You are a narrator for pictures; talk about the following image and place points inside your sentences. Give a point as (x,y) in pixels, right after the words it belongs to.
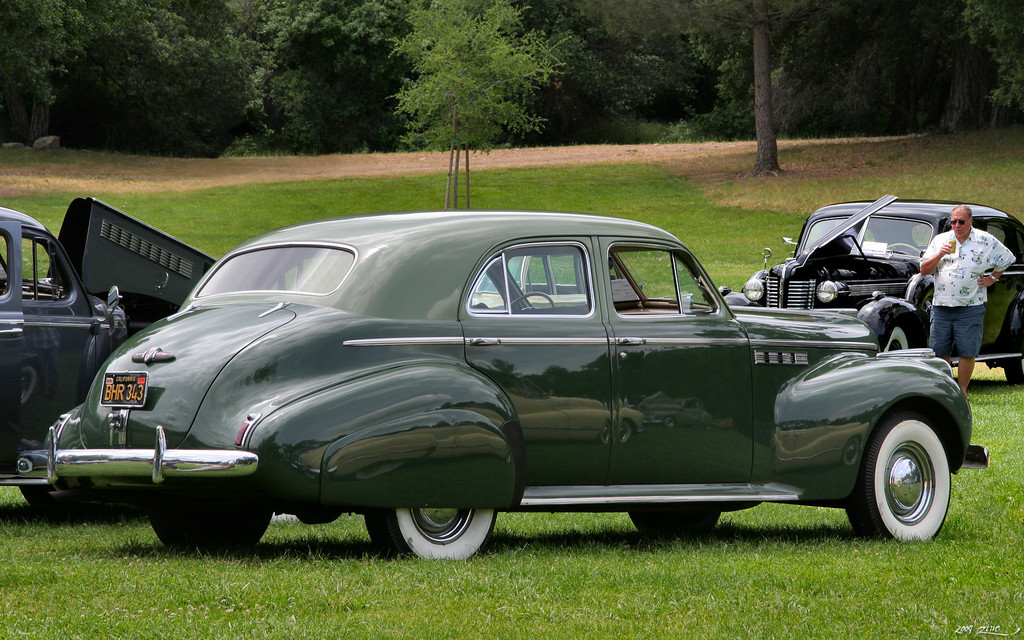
In the center of the image (605,231) there are cars (879,366). At the bottom of the image (334,585) there is grass (468,616). In the background of the image (495,111) there are trees (520,27). To the right side of the image (959,210) there is a person (942,345) standing.
